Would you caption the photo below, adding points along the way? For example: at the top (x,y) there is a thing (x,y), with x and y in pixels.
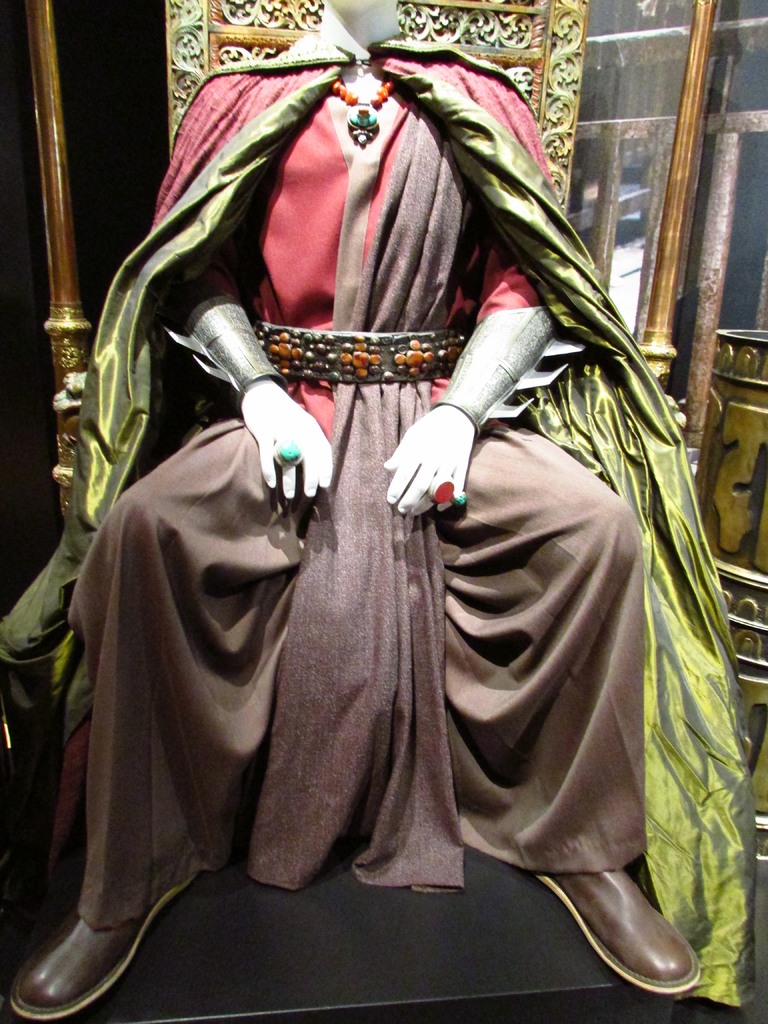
In this picture we can see a statue (350,813) of a person (515,157) wore ornaments (447,492) and sitting on a chair (270,27), cloth (411,66) and in the background (711,121) we can see some objects (593,214).
